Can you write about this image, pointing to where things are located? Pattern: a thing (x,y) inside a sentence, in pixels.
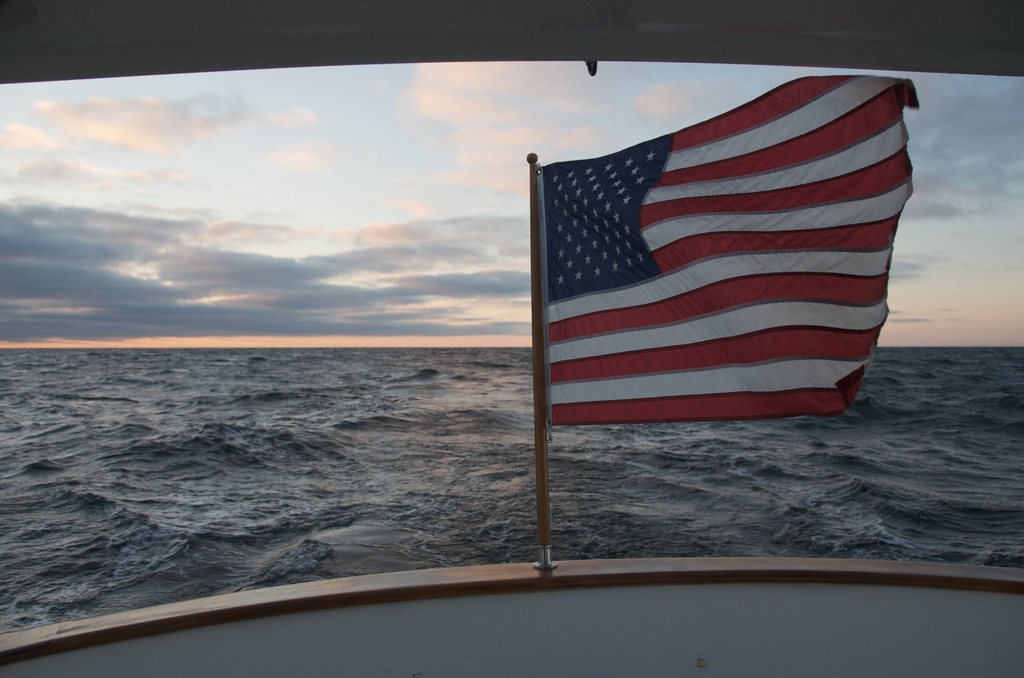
In this picture I can see there is a flag pole (544,491) and there is a flag (672,280) attached to the flag pole (534,184) and there is water (307,449) and there are waves (327,443) in the water (425,512).
